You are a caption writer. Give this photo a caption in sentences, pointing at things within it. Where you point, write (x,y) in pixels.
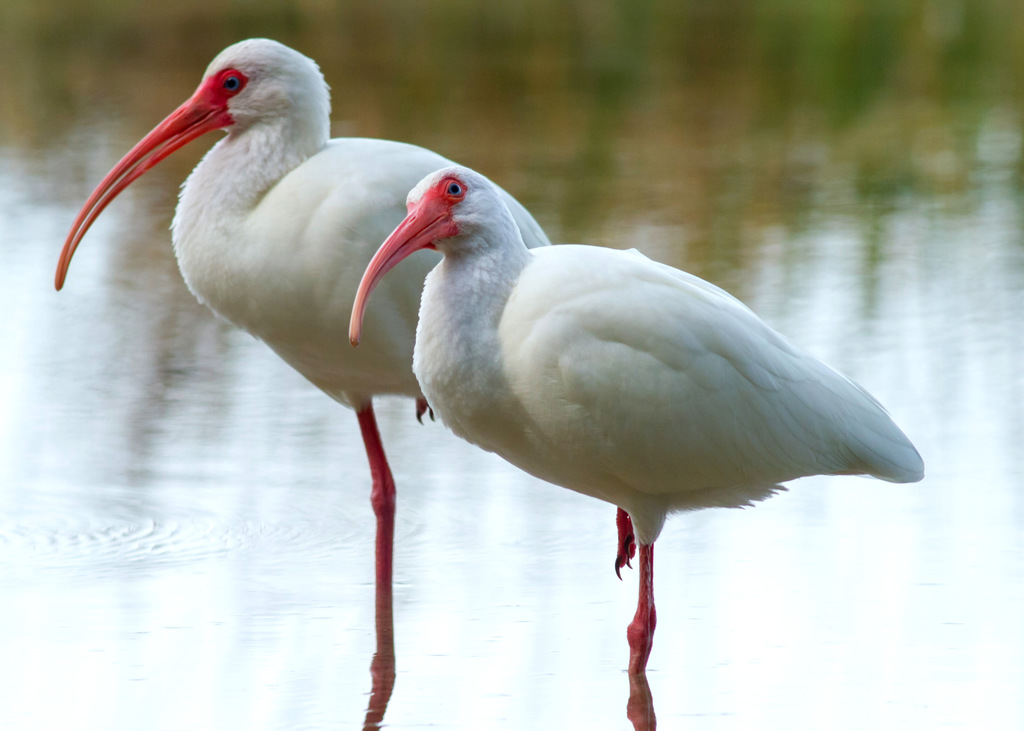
In this image there are two birds (477,342) standing one beside the other. In the background (504,135) there is water (742,147).
